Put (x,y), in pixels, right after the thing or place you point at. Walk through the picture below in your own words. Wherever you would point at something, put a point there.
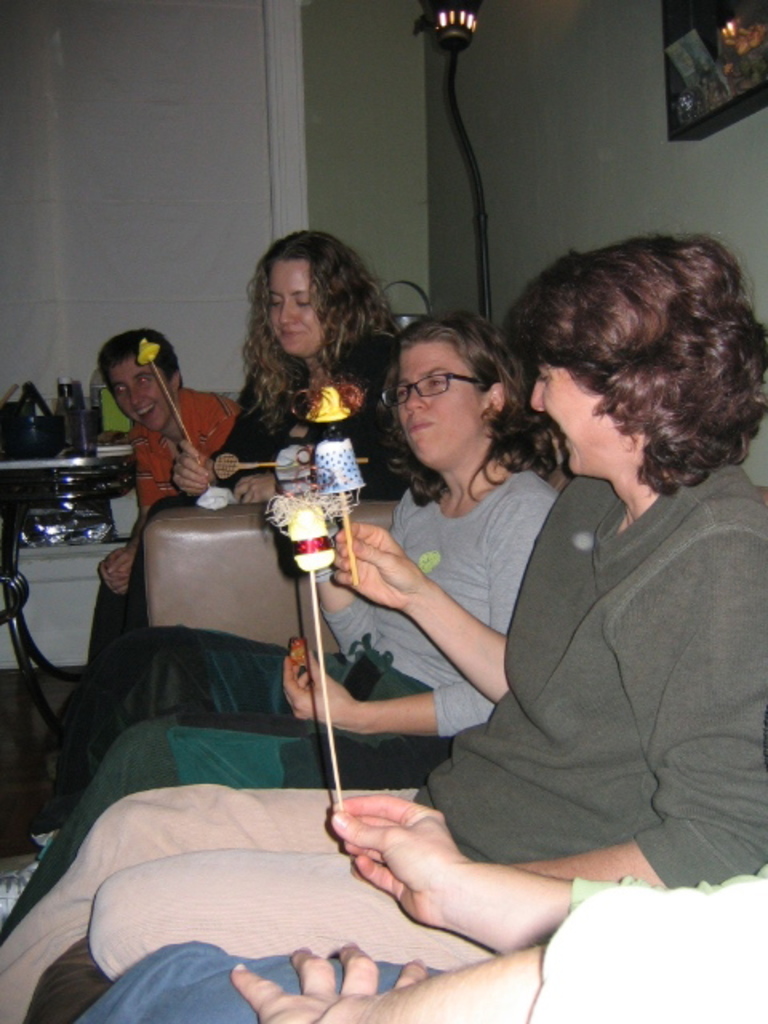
In this picture I can see few people (493,513) are seated on the sofa (233,611) and they are holding some miniatures (293,482) in their hands (250,500) and I can see a stand light (482,241) and a cupboard (42,580) with some items (21,451) and I can see a shelf (712,6) on the wall (732,144) with some items (714,71) in it.
